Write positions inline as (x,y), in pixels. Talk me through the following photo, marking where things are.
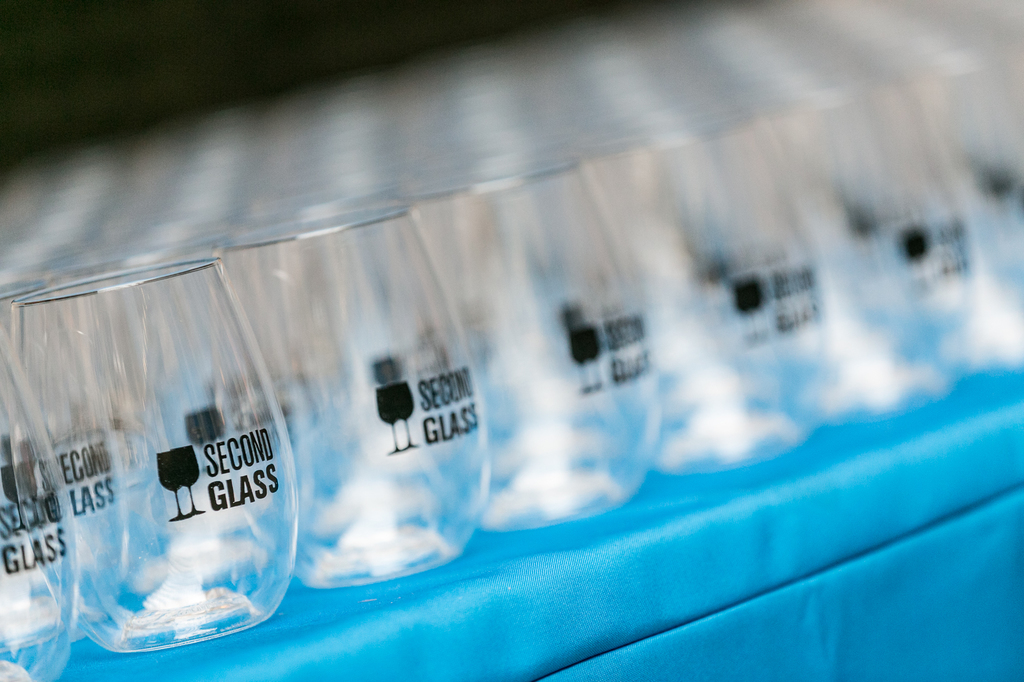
In the picture there are plenty of glasses (313,369) kept on a blue surface (334,614) and only few glasses (294,360) were highlighted.
